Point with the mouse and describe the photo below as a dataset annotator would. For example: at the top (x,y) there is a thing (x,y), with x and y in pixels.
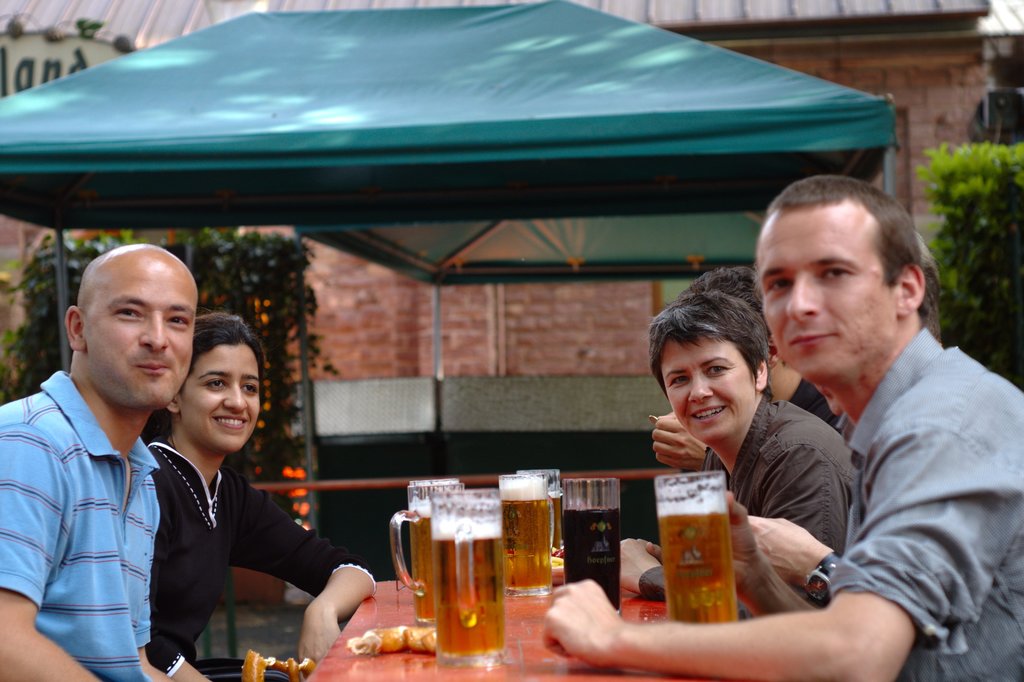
In this picture there are group of people (880,211) those who are sitting around the table (322,679), there are cool drink glasses (542,539) on the table (563,667) and there are some trees (1021,150) around the area of the image and there is a building (542,285) at the center of the image (547,355).
